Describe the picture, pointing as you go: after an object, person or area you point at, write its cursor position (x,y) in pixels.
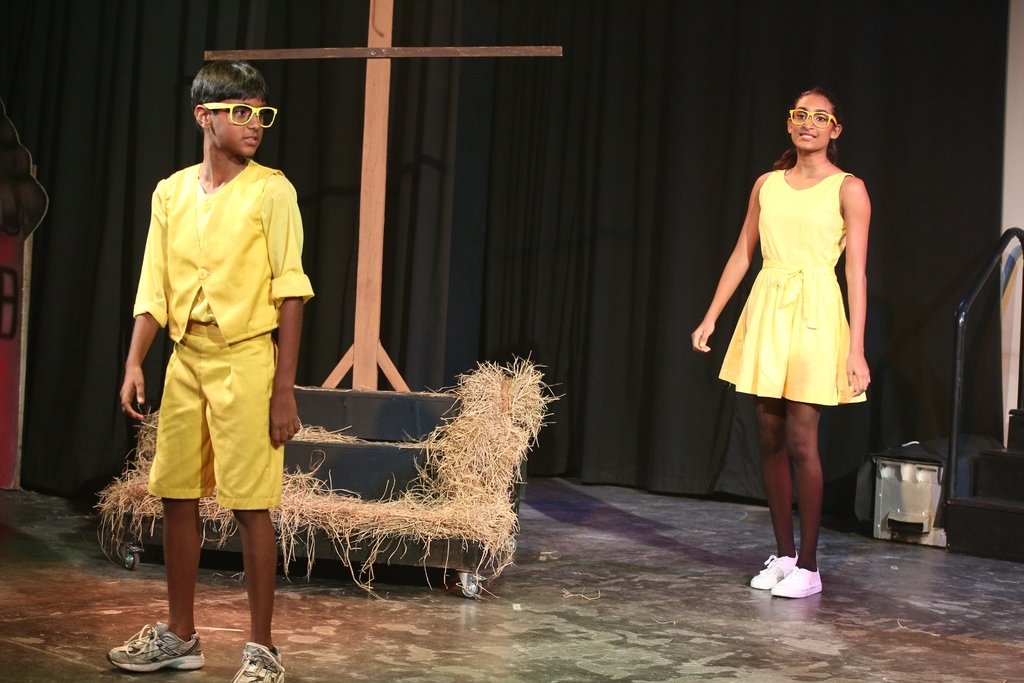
In this image there are two people (804,478) standing. They are wearing yellow costumes (840,361). In the center (373,379) we can see cross (376,367) and grass (472,522). In the background (601,225) there is a curtain (634,402) and we can see stairs (981,501).
